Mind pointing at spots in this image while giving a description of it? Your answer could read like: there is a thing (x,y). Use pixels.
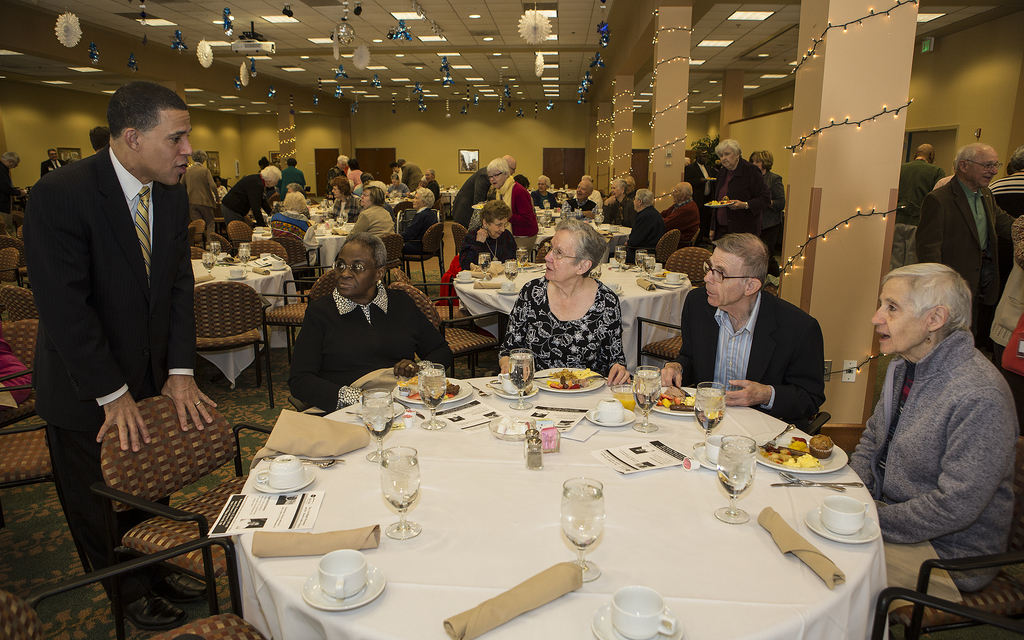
In the image we can see some tables (436,635), on the tables (855,553) there are some glasses (523,390), plates (456,399), papers (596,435), spoons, forks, knives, cups (831,514) and saucers (349,606). Surrounding tables (457,462) few people (475,189) are sitting and standing. Behind them there are some pillars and wall (380,109), on the wall (530,173) there are some frames (471,157). At the top of the image (13,24) there is ceiling (789,38) and lights (4,52) and some decorative items (603,9).
